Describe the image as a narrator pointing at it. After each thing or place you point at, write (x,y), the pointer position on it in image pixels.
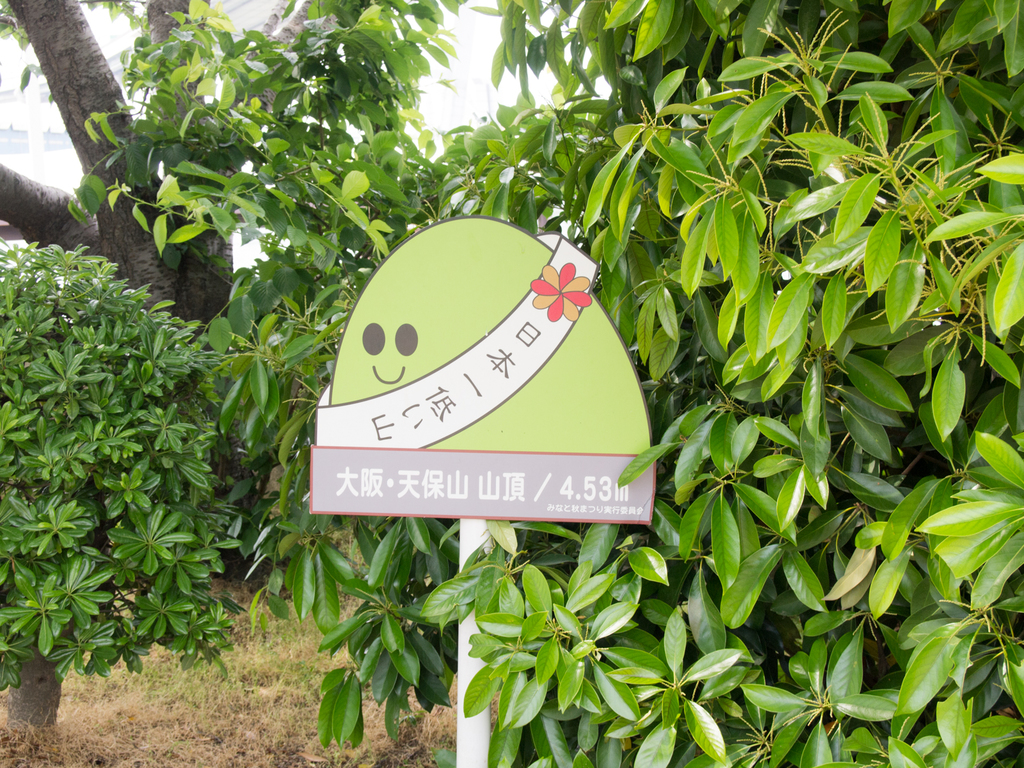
In this picture we can see a board (359,477), grass (142,731) and trees (308,391) on the ground (214,726).
